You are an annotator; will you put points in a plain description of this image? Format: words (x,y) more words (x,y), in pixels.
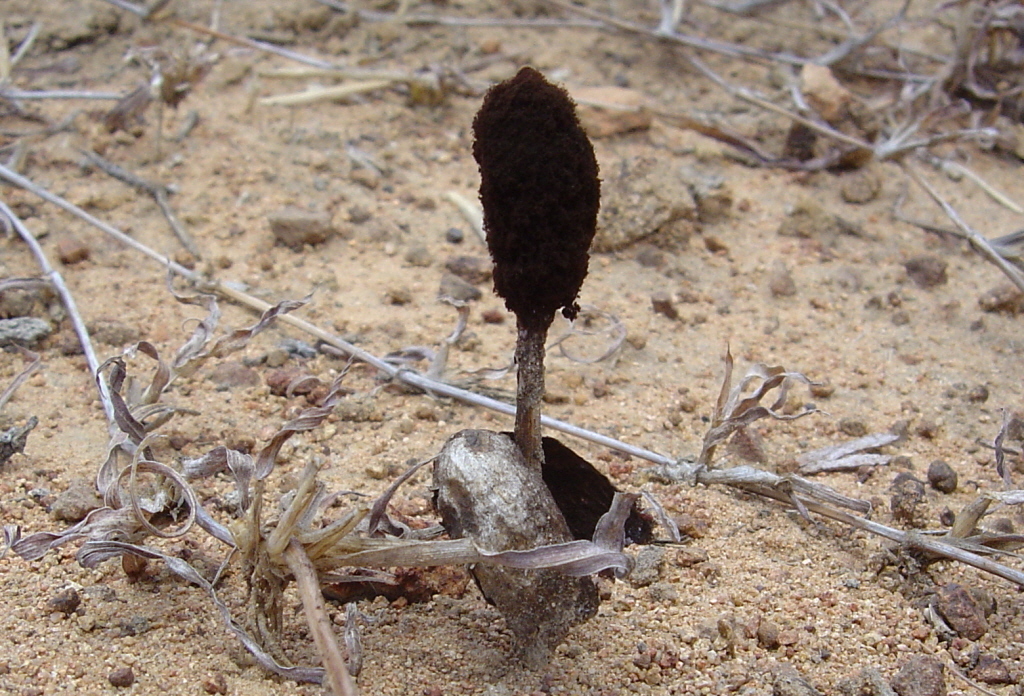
In this image we can see few dry plants (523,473). There are few stones (537,628) in the image.
